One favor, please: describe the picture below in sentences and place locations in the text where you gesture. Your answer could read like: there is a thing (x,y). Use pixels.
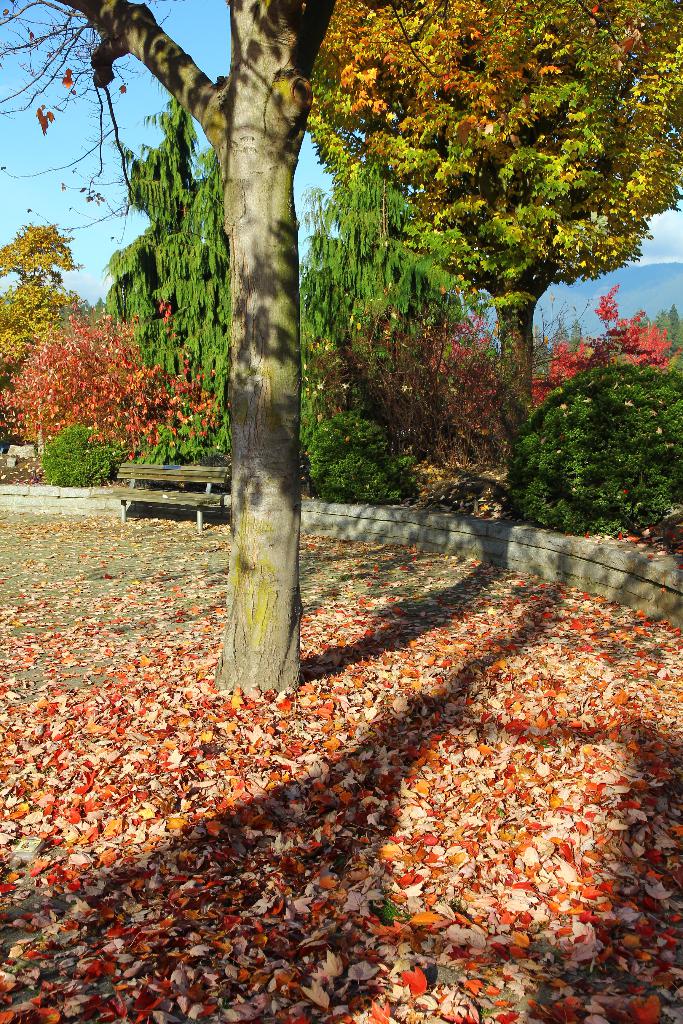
In this image there is a park (381,480) with trees (634,360) and bench (148,472) in the ground (8,617), behind that there are so many mountains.
